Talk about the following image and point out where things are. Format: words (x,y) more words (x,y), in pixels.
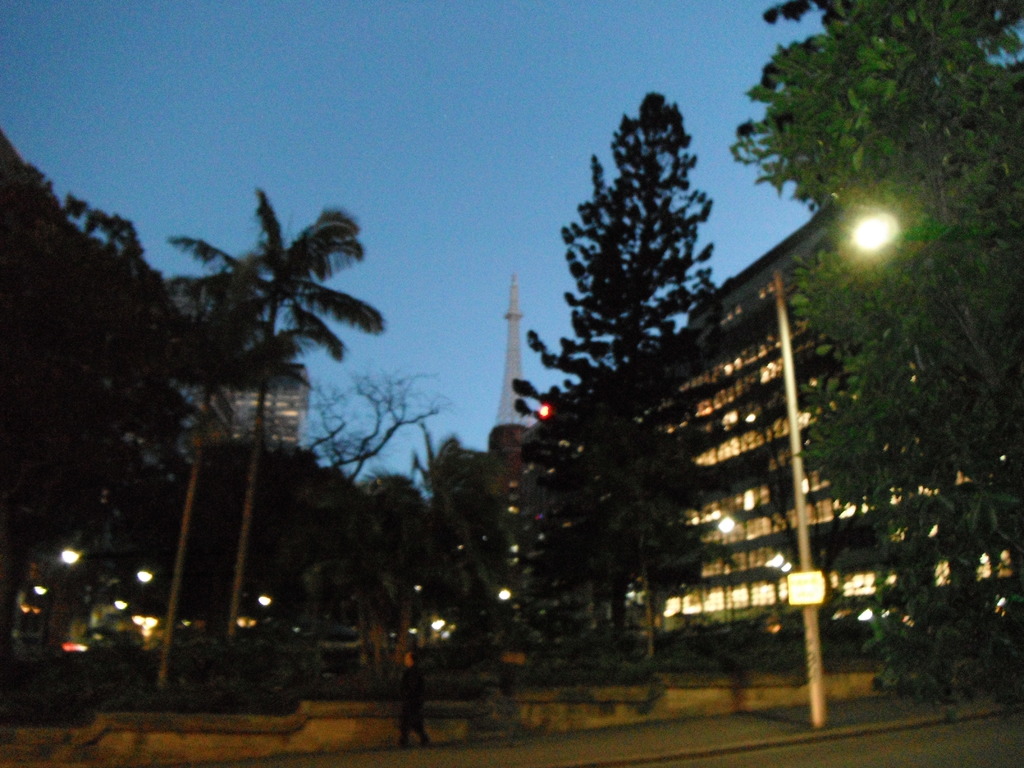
There is a person (420,728) walking and we can see pole (813,666) and trees (987,193). In the background (815,525) we can see buildings (757,419), tower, lights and sky (366,150).
